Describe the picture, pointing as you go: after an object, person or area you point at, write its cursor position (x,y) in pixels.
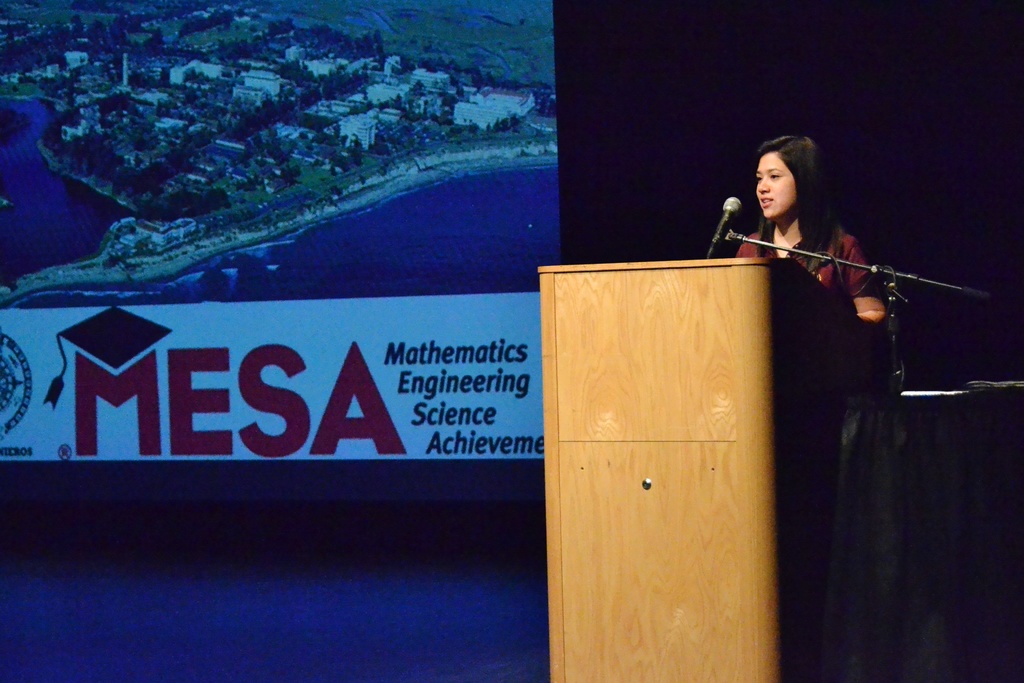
In this picture I can see a woman (824,248) standing near the podium (673,614), there is a mike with a mike stand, and in the background (530,318) there is a screen (300,274).
